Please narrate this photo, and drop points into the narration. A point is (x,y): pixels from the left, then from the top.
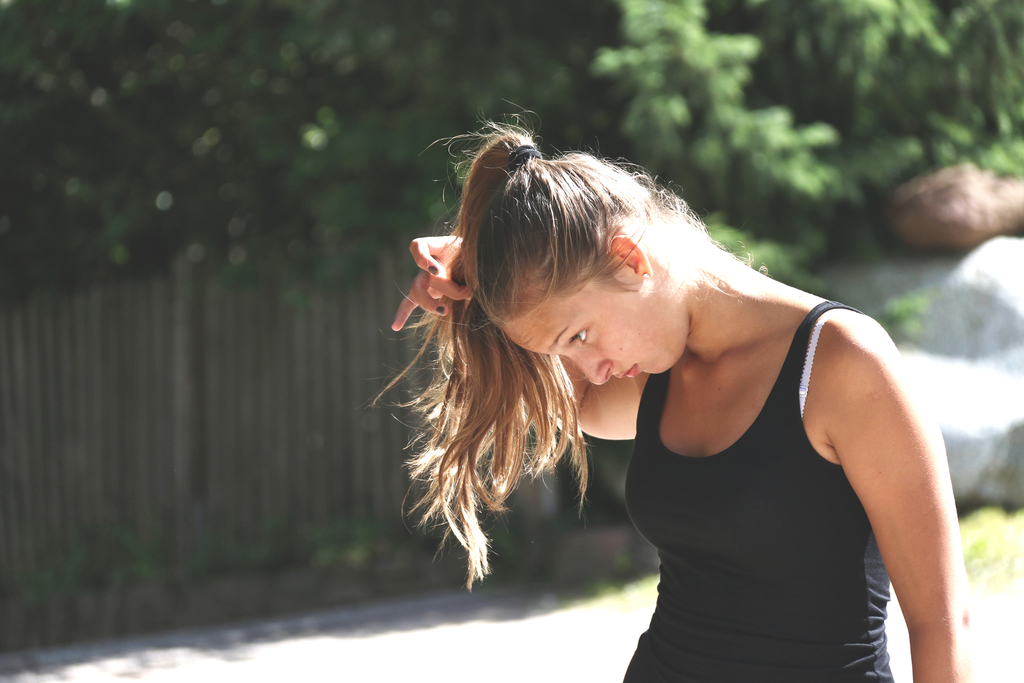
In this picture I can see a woman (684,485) is standing and wearing a black color dress (791,595). In the background (406,266) I can see a wooden fence (325,396) and trees (485,80).
